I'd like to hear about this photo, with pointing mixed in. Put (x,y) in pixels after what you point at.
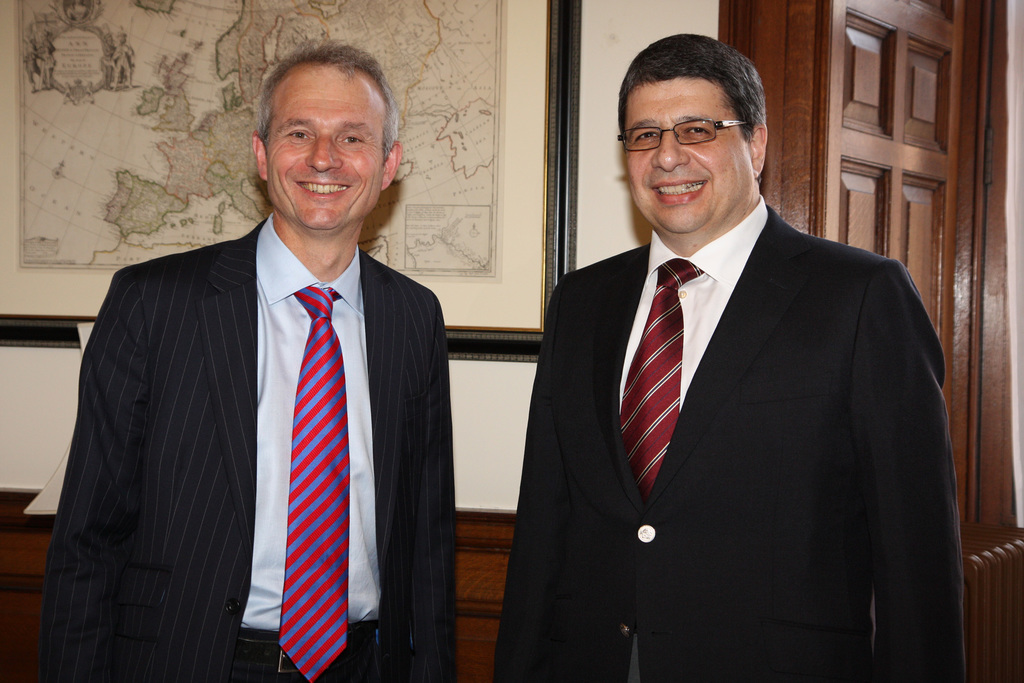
In this image there are two men (301,410) standing. They are wearing suits (608,467). They are smiling. Behind them there is a cabinet (9,559). Behind the cabinet (18,550) there's a wall (510,395). There is a picture frame (176,100) of the wall (511,379). To the right (831,165) there is a door (830,166) to the wall (31,396).
